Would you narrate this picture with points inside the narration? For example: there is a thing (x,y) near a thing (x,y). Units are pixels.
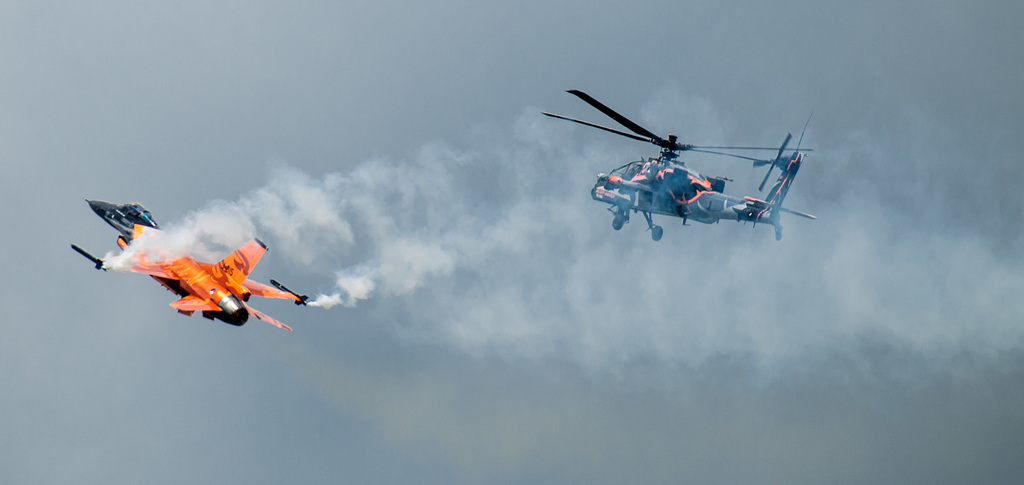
In this image I can see two aircraft (283,295) in orange, black and blue color and they are in the air (570,43). I can see the smoke (590,241) and the sky (595,374).
